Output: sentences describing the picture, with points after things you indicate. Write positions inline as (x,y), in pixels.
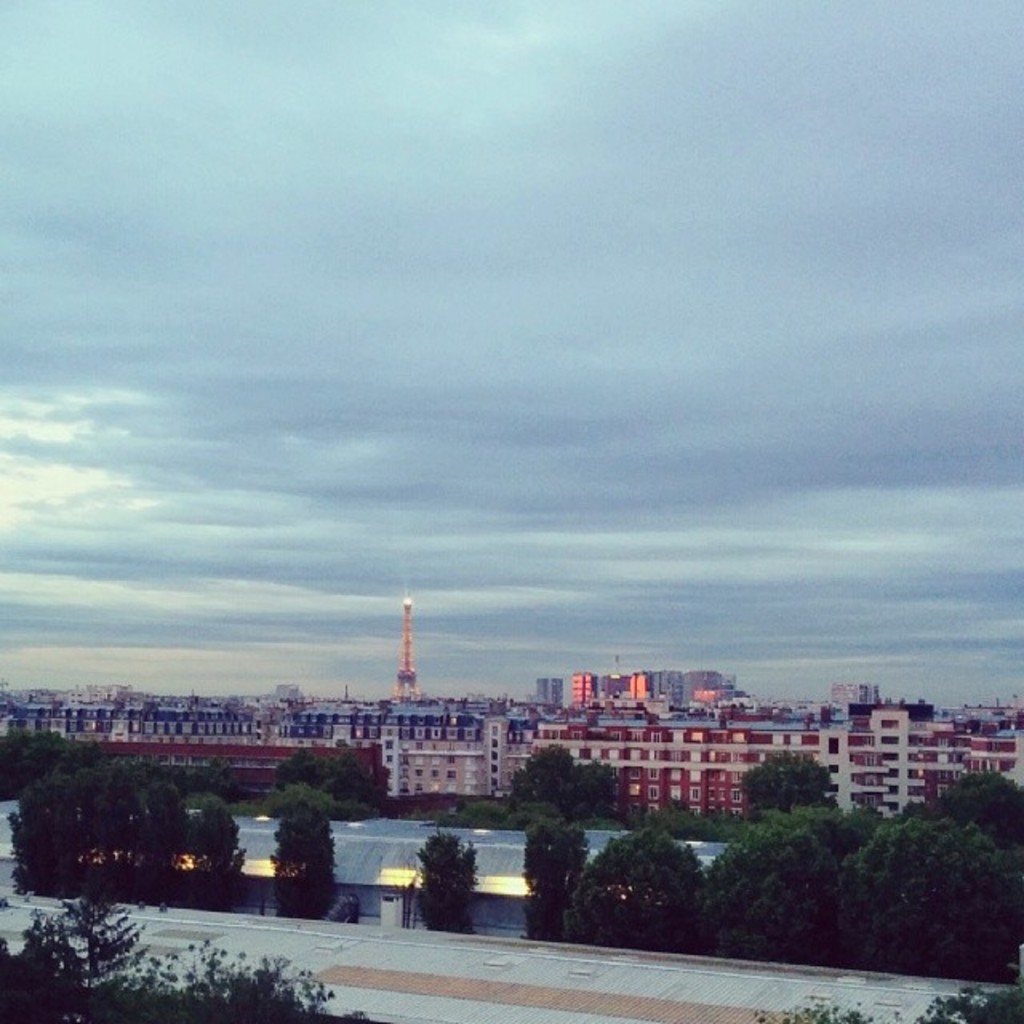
In this image I can see number of trees (871,810) and number of buildings (508,732) on the bottom side (718,694). In the background (338,179) I can see clouds (497,492) and the sky (437,315).
